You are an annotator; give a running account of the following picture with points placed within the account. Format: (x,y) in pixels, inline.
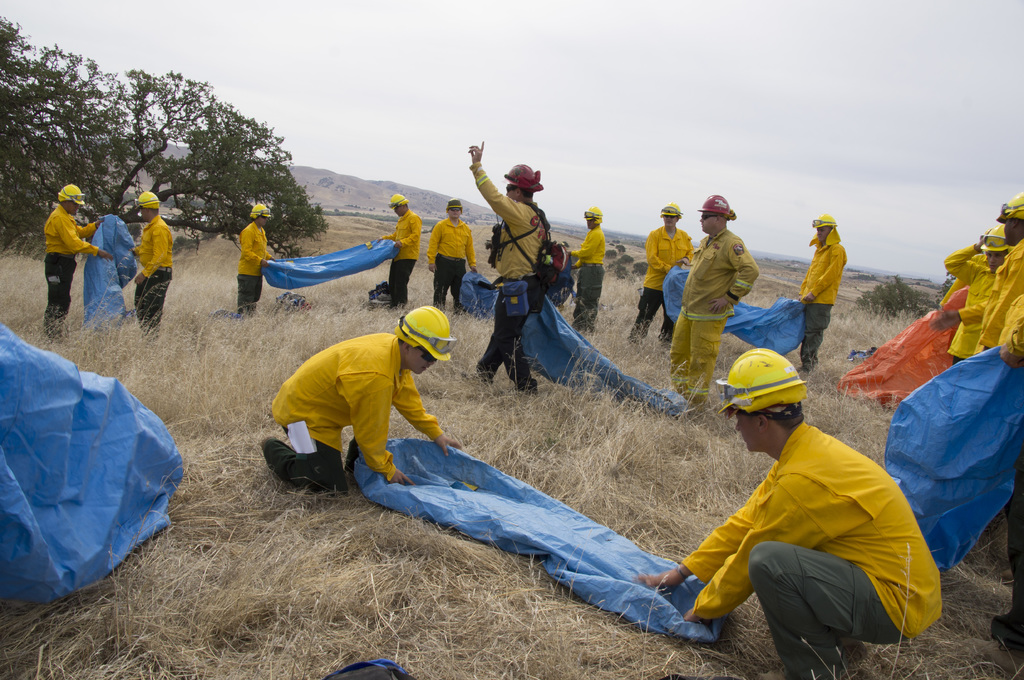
This picture is clicked outside. In the center (407,265) we can see the group of people (387,340) holding some blue color objects (934,440) and in the right corner (965,313) we can see the group of people (971,293) wearing yellow color dress (988,296) and seems to be standing on the ground (561,645) and we can see the grass (314,314). In the background (376,48) we can see the sky (435,69), trees (83,188), hills (425,207) and some other items (954,297) and in the middle (514,334) we can see a person (527,208) wearing a helmet (518,172), backpack (557,263) and seems to be walking on the ground (485,383).
